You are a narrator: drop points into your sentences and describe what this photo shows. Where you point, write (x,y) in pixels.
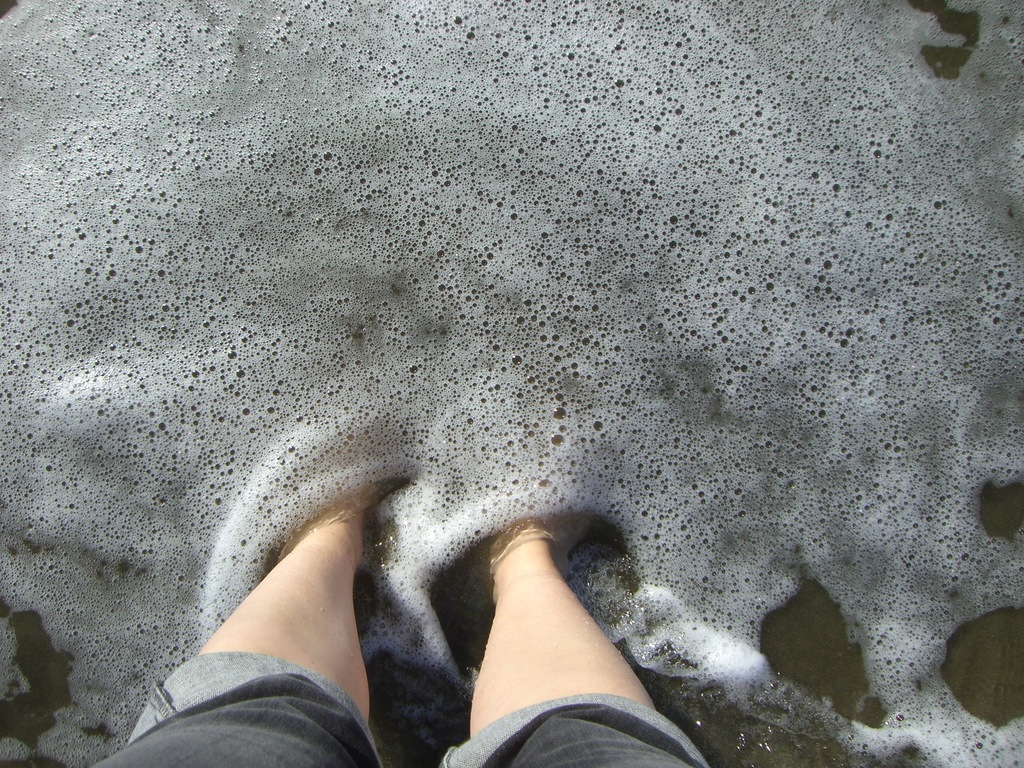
In this image we can see the legs (538,613) of a person (538,613) in the water (550,184).
